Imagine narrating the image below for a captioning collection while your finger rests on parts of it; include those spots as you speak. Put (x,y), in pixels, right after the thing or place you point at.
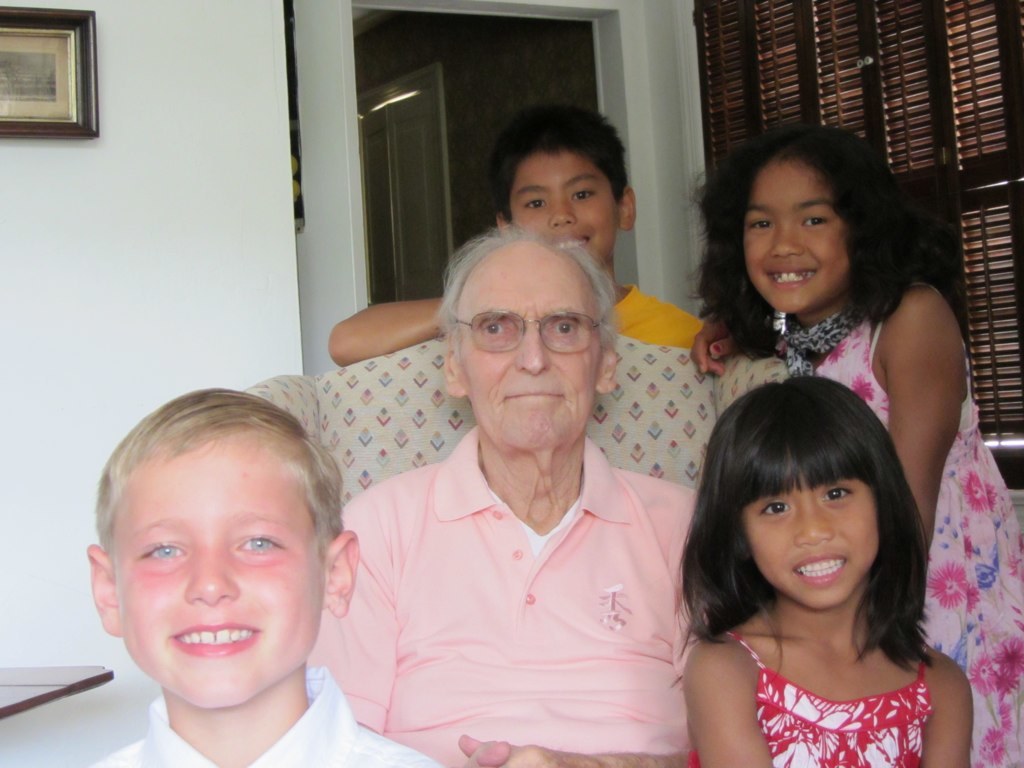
In this image we can see a man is sitting on sofa (393,420), beside him two girls (903,589) are there. One is wearing red color dress (853,714) and the other one is wearing pink color dress (995,586). Behind the man (546,574) one boy (585,178) is standing, who is wearing yellow color t-shirt (655,317). In front of him one boy (232,698) is there, who is wearing white color dress (296,743). The walls (193,289) of the room (135,266) is in white color and one frame (54,110) is attached to the wall (37,145). Right side of the image (885,64) window (947,75) is present.
